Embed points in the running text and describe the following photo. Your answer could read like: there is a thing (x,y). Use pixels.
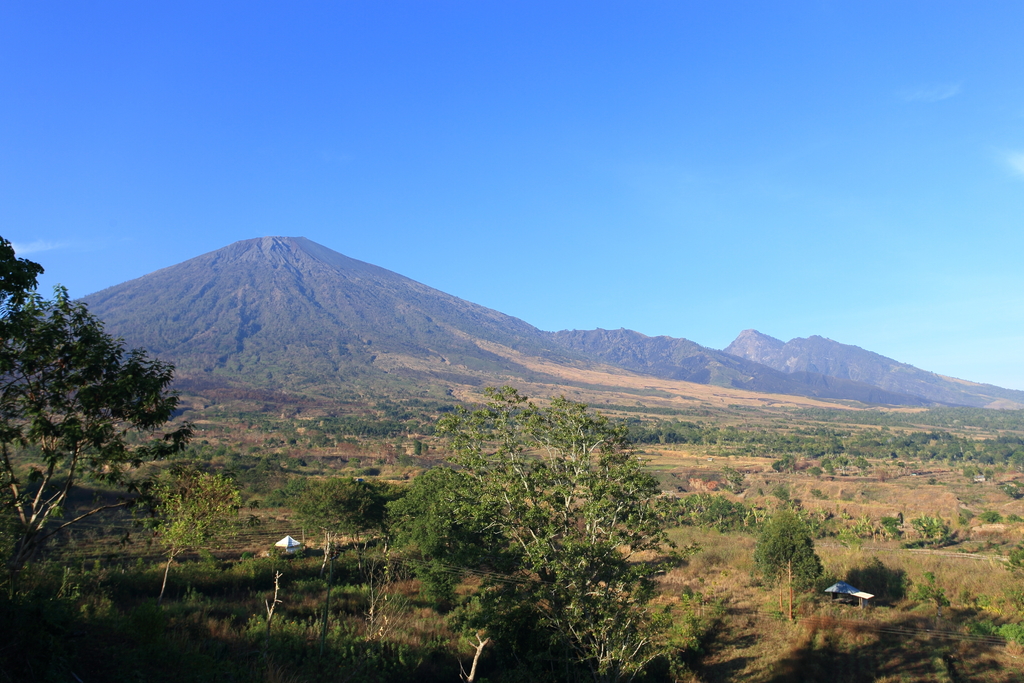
This picture is clicked outside the city. In the foreground (856,599) we can see the plants (767,594) and trees (479,562) and some other objects (291,552). In the background (264,110) there is a sky (838,187) and the hills (269,288).
